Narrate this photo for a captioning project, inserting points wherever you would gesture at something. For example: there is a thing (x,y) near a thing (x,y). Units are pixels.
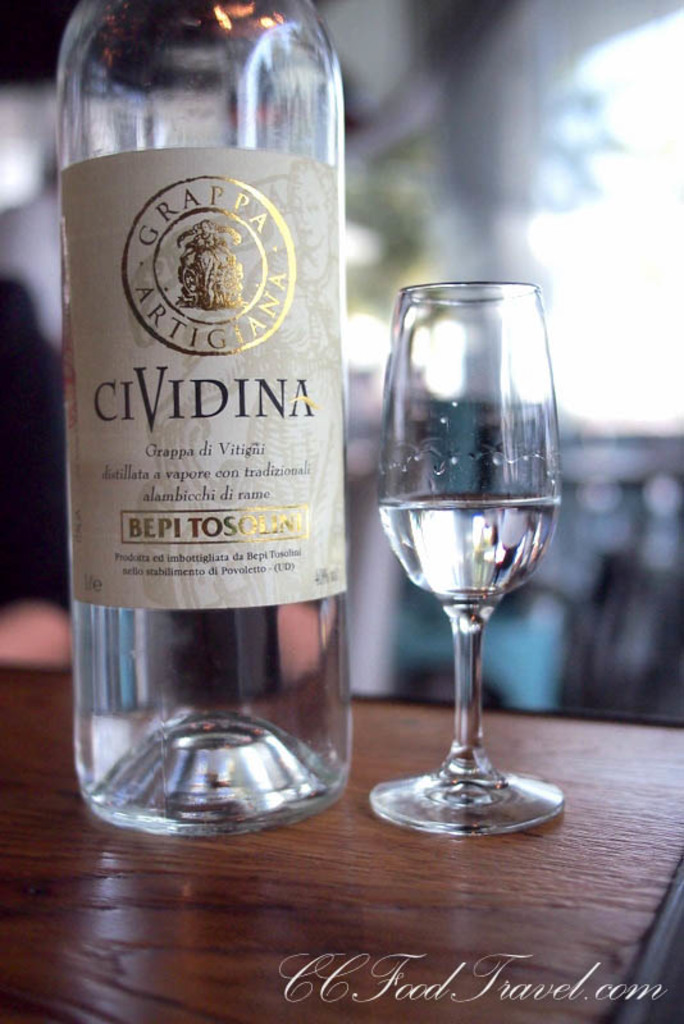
In this image there is a bottle (111,44) and a glass of grappa (480,323) in the table (521,750) and at the back ground (683,44) there is a window (663,320).
